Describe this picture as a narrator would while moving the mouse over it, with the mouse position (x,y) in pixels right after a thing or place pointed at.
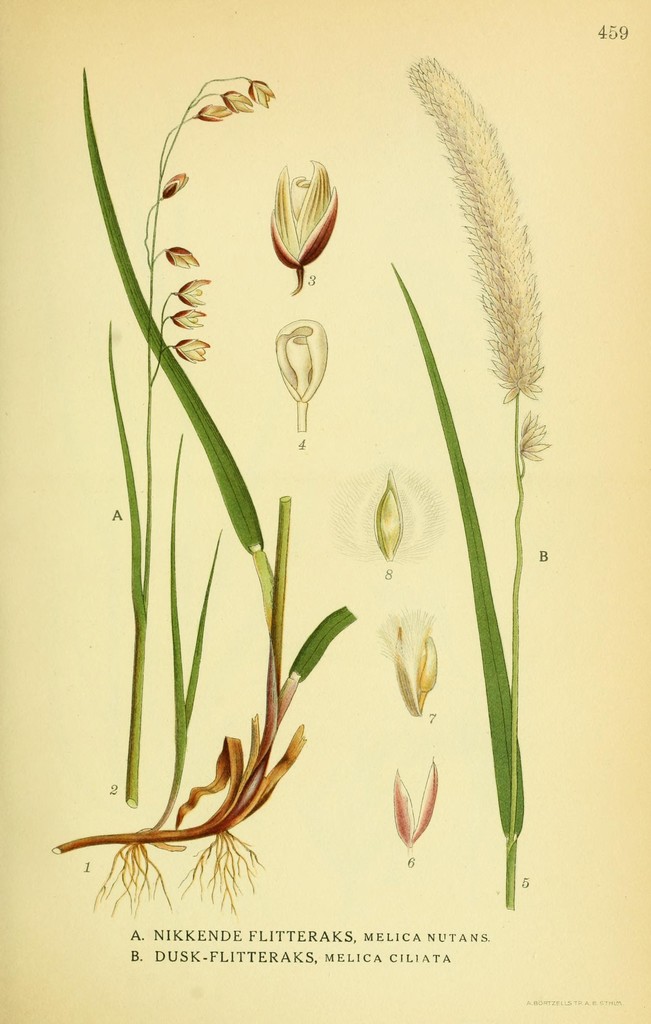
This is a paper (604,416). I can see the picture of the plants (430,673) with leaves (517,820), flowers (183,344), stems (285,530) and roots (164,879). I think these are the flower buds (383,517). I can see the letters (448,957) in the paper (520,947).
